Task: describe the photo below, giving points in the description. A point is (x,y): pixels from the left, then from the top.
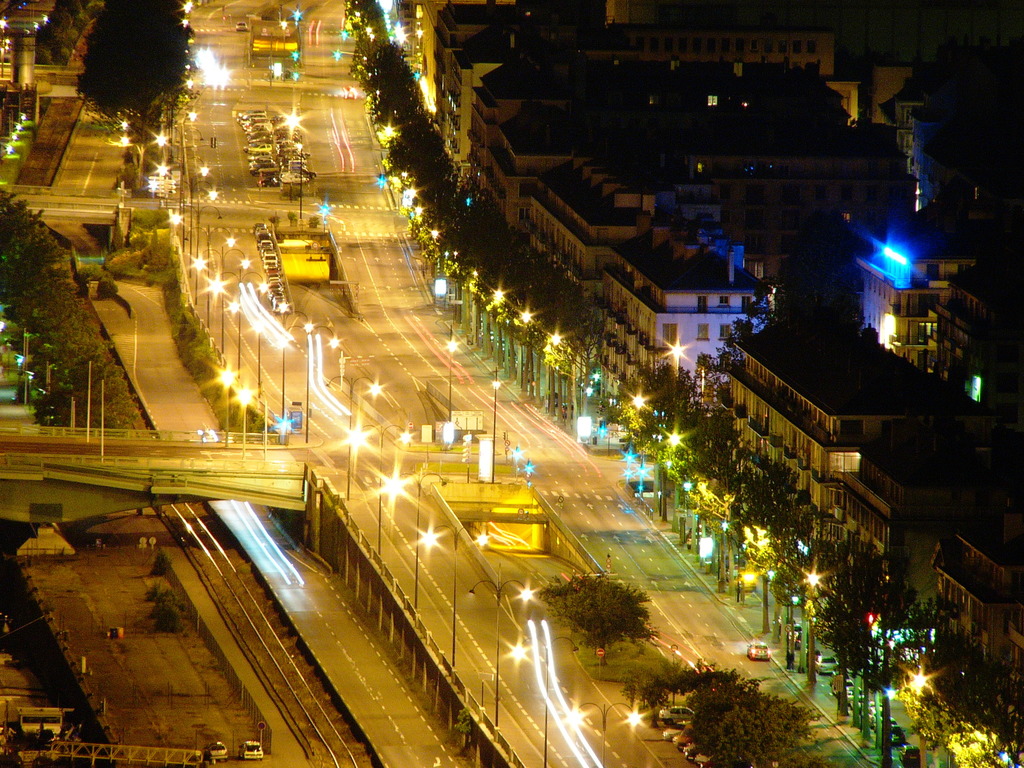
In this image, there is an outside view. There is a road (384,371) in between street poles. There are some buildings (919,312) on the right side of the image (974,510). There is trees (673,695) at the bottom of the image (598,608). There is a bridge (146,471) on the left side of the image (117,452).
